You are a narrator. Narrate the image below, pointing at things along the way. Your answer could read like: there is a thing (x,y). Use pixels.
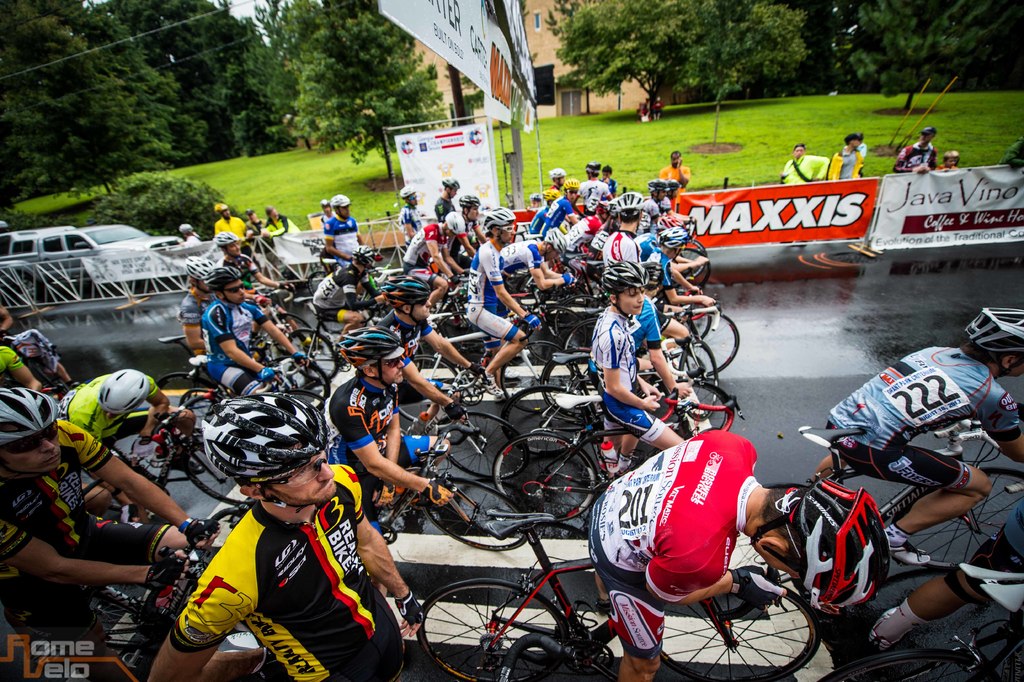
This picture is clicked outside. In the foreground (144,513) we can see the group of persons (47,501) wearing helmets (32,390) and seems to be riding bicycles (437,419), we can see a zebra crossing (468,554) and we can see the text (801,211) on the banners (289,261) and we can see the metal rods (7,274), group of persons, green grass (838,110), vehicles (124,241), plants (170,202), trees (336,113), cable (57,62) and a building (534,39) and some other objects (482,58).
